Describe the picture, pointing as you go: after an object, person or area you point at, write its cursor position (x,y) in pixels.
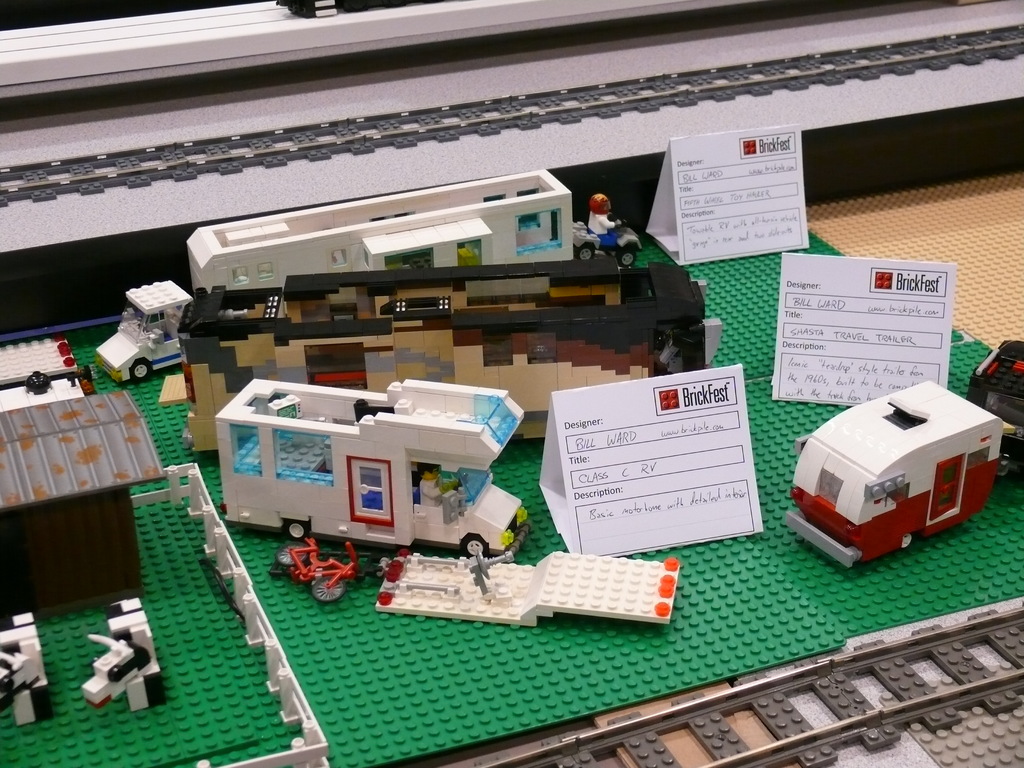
In this picture we can see lego toys (370,520) and lego boards (587,624). On the lego boards (698,569) there are some white boards (736,233).
